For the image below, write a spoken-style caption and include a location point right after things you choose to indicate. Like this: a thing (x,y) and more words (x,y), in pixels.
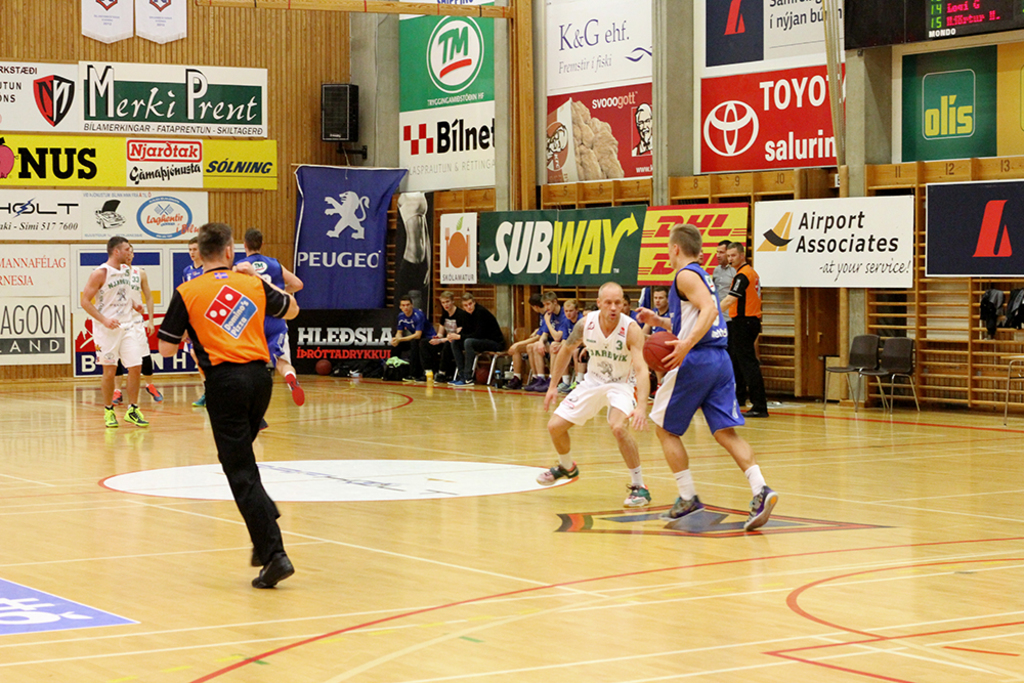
In this picture there is a view of the basketball court (466,401). In the front (693,357) there are some players (591,368), playing the basketball game. Behind there is a wooden paneling wall (532,108) with many posters (472,258) and advertising banners (640,225).
